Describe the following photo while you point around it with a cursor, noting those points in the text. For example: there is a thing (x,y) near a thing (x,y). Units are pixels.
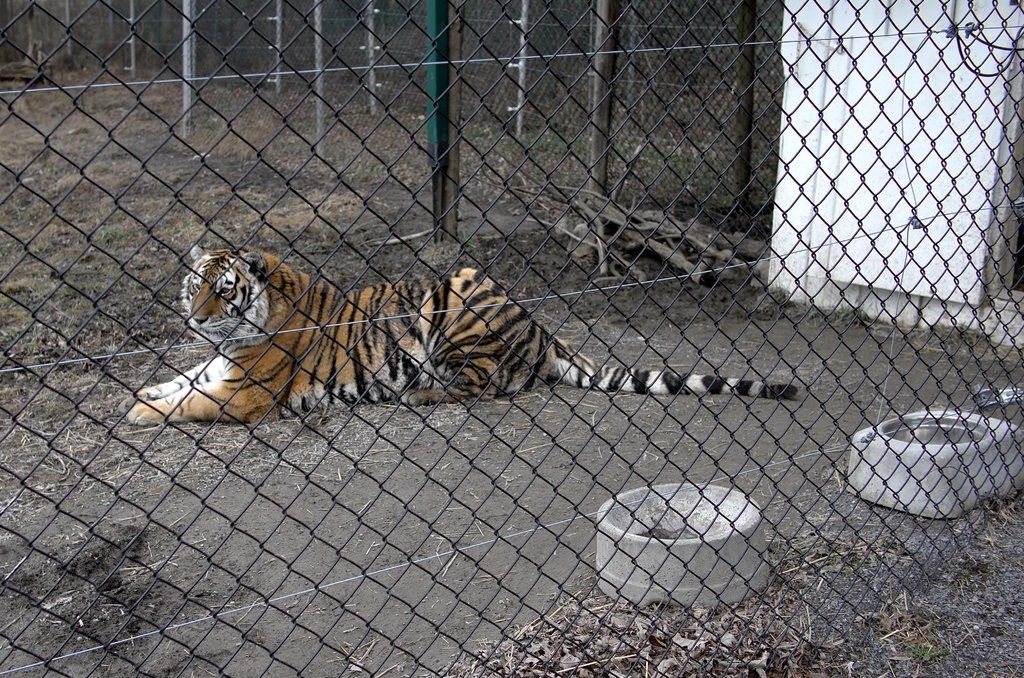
In this image I can see a tiger (212,382) sitting on the floor (399,461). The tiger (279,383) is in brown and black color and I can see fence (502,339). Background (623,141) I can see grass (652,171) in brown color.
